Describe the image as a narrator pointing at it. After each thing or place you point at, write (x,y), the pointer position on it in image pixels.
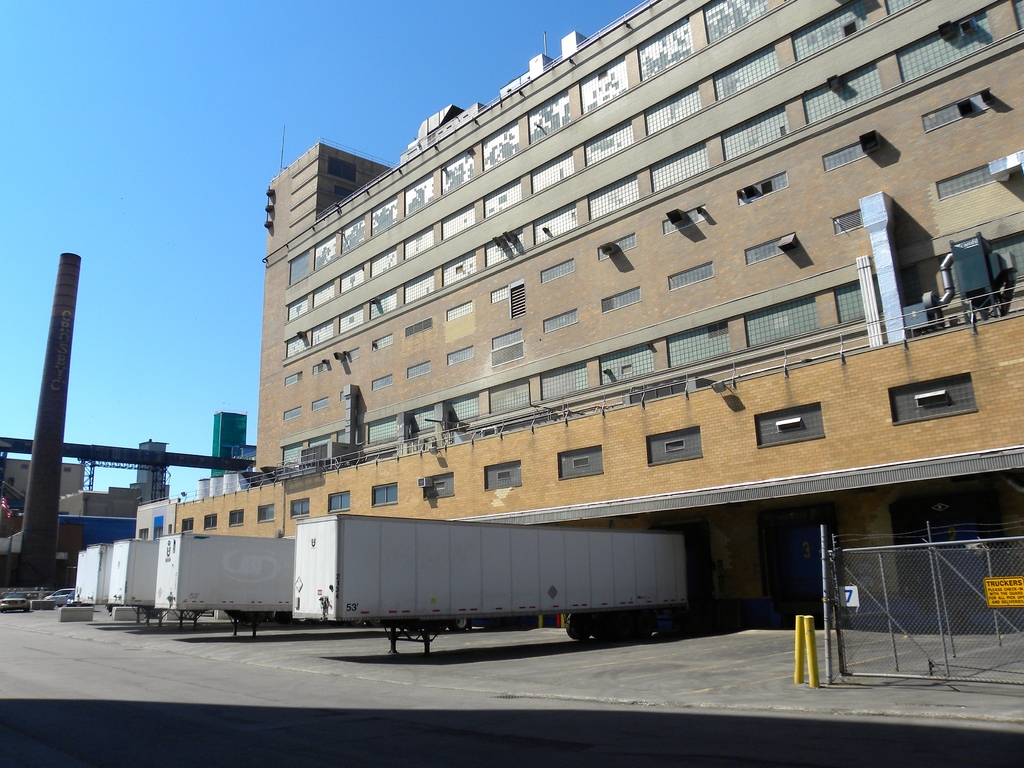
At the bottom of this image (304,735), there is a shadow (390,735) on a road (194,725). On the right side (995,587), there is a sign board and a poster (846,605) attached to the fence (963,572) and there are two yellow color poles (810,635) on a footpath (842,700). In the background (537,578), there are white color containers (79,557), there are buildings (335,221), vehicles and there is a blue sky (208,188).
